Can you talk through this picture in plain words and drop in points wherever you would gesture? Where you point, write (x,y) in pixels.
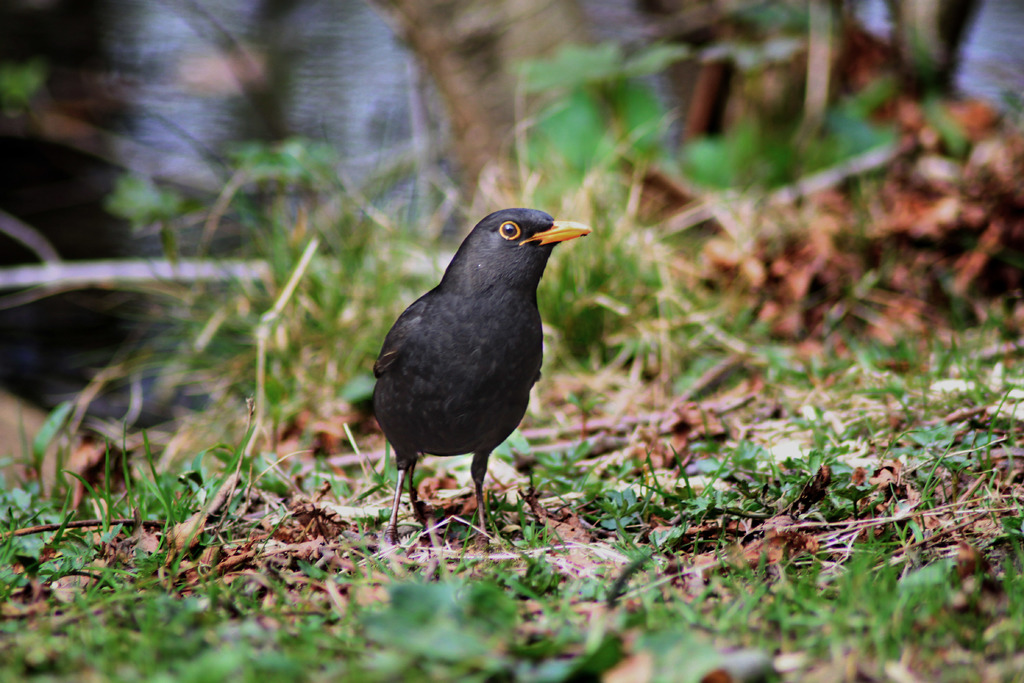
In this image I can see grass (172,655) and I can see black colour bird (414,442). I can also see this image is little bit blurry from background (806,289).
